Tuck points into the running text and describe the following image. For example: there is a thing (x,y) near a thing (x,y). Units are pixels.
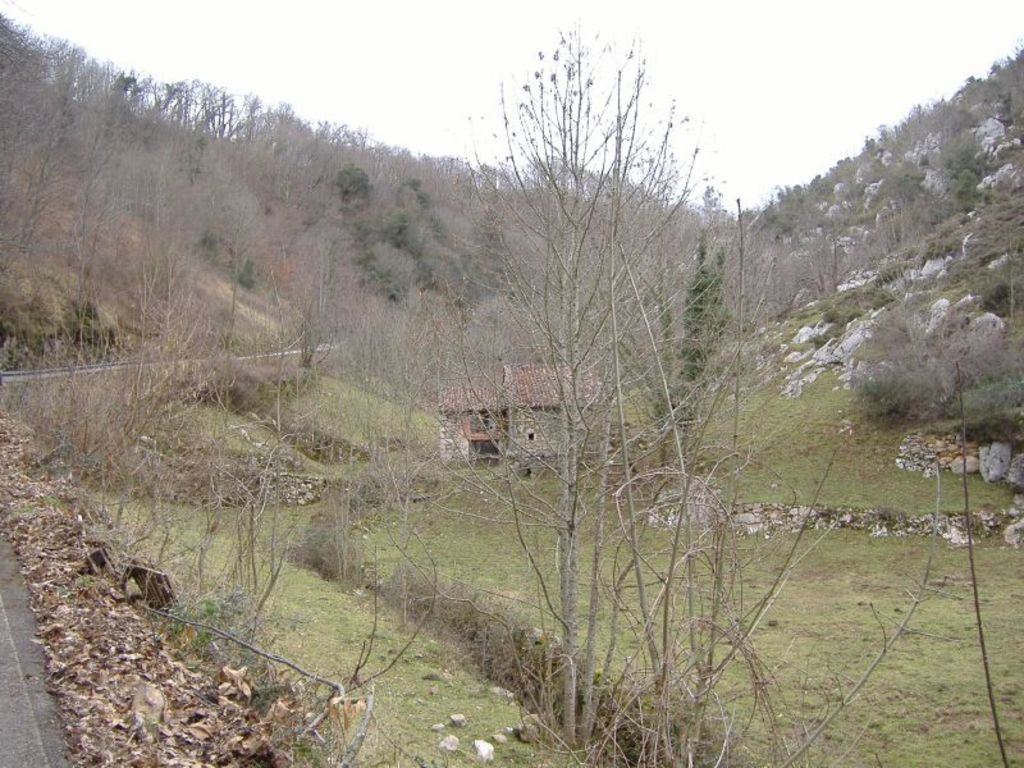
In this picture I can see the house (519,410). I can see the road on the left side (22,619). I can see trees (136,419). I can see green grass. I can see clouds (518,143) in the sky (518,32).
